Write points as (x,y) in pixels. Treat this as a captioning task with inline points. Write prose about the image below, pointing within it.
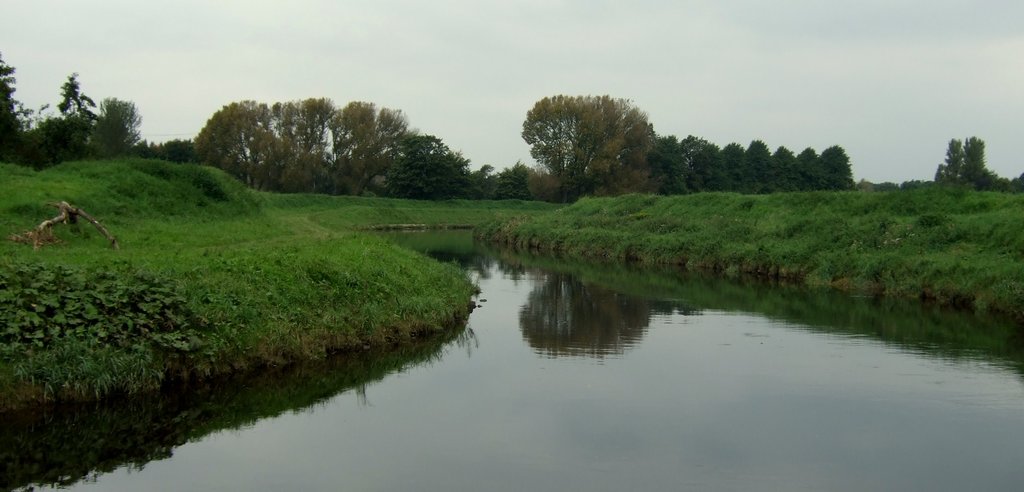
In this picture I can see the water (425,243) in the center (637,314) and I can see the grass (155,229) on both the sides. In the background (34,144) I can see the trees (815,164) and the sky (414,49).
